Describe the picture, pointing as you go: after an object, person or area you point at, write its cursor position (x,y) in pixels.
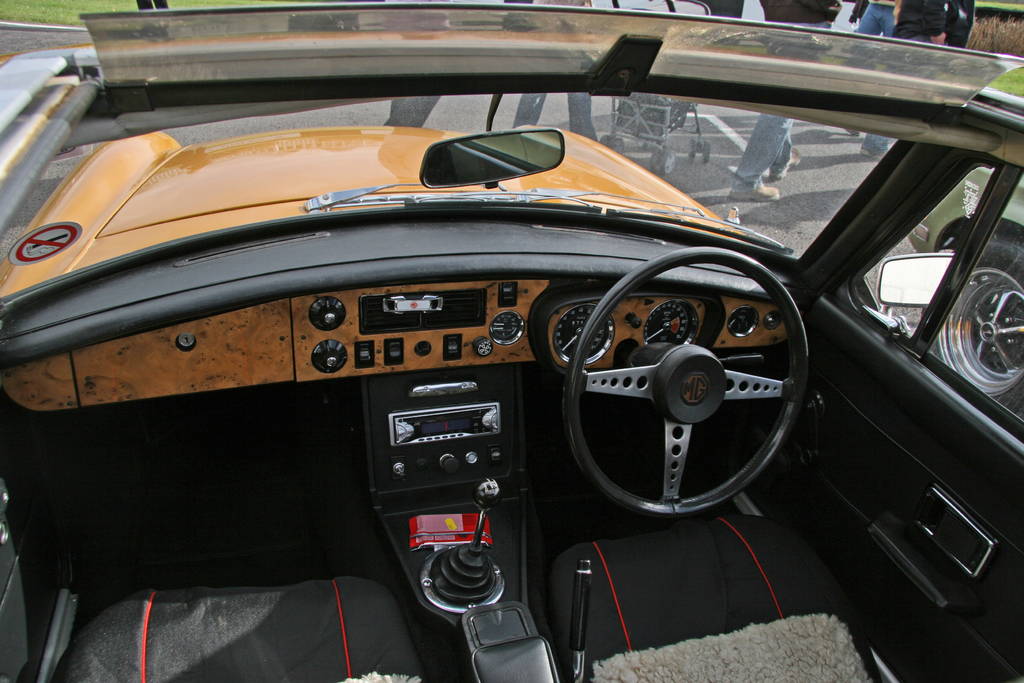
In this picture there is a vehicle (91,639) in the foreground (969,101). At the back (918,2) there are group of people (962,42) walking and there is a person (574,111) holding the baby trolley (695,122) and walking. On the right side of the image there is a vehicle (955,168). At the top (809,223) there is grass (983,44) and there is a road (8,50).
